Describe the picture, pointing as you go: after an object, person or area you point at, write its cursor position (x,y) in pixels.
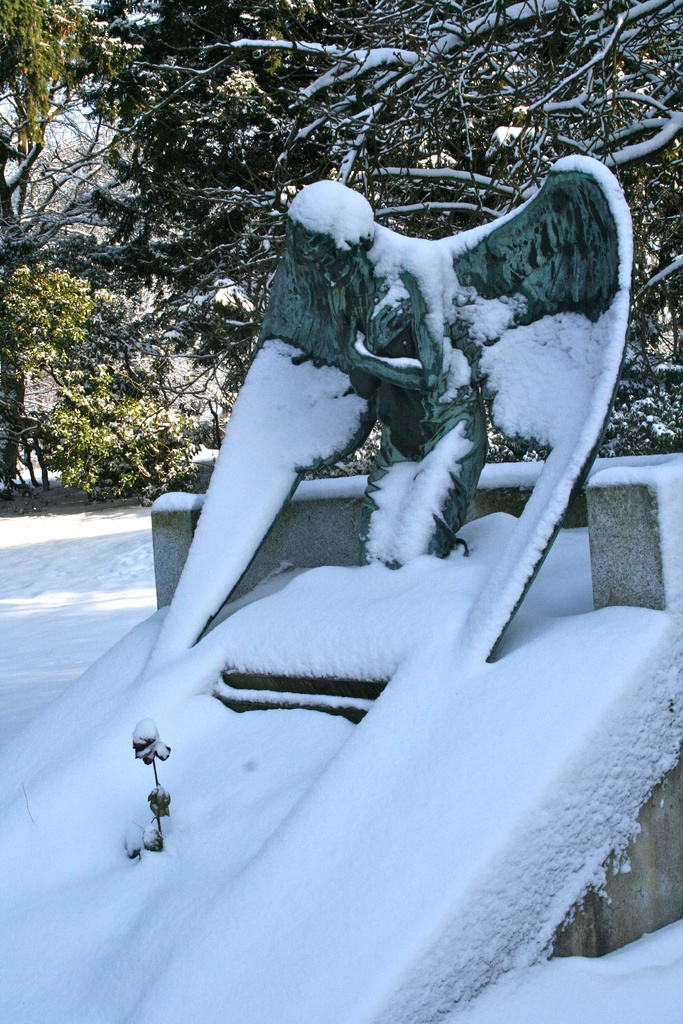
In this image I can see a statue (410,504) of a person (321,294). In the background (135,100) I can see trees (4,476), the snow (58,632) and other objects (162,743).
